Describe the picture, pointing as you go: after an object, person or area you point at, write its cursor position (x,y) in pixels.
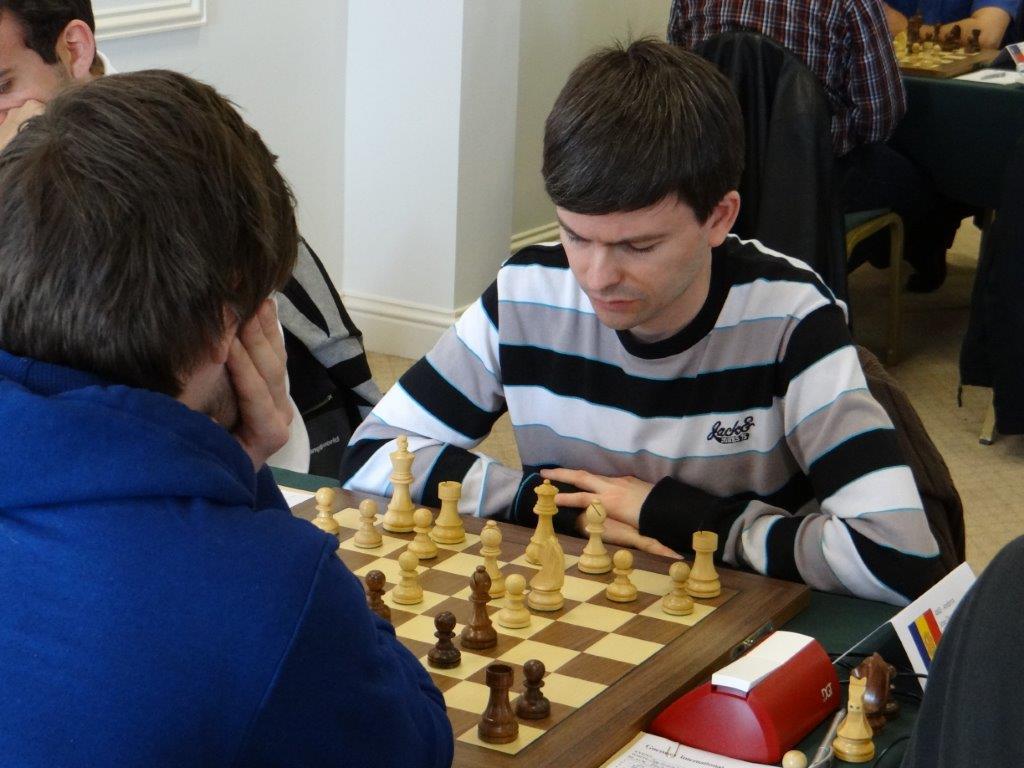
In this image I can see group of people (260,477) sitting. In front (562,760) I can see the chess board (564,538) and few chess pieces (501,671). In the background (547,72) the wall (484,69) is in white color.
